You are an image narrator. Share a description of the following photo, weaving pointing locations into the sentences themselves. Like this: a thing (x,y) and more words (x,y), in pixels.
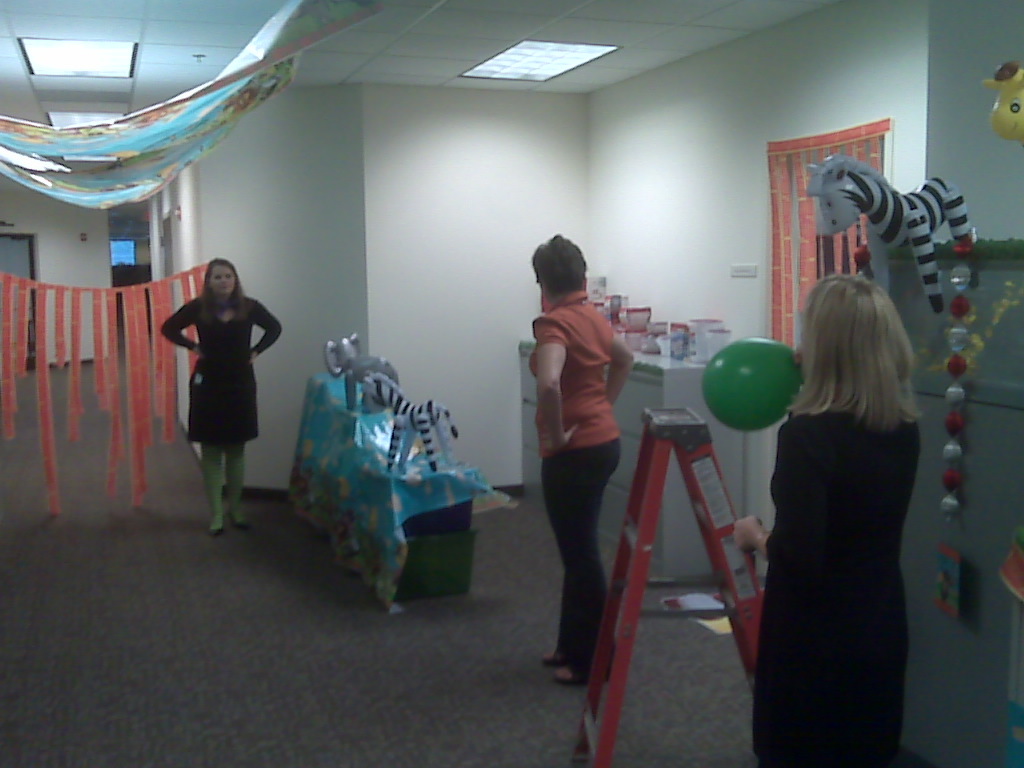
In this picture there are people (831,332) and we can see toys (435,469), stand (731,593), decorative items (759,345), wall (727,312), floor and objects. At the top of the image (422,49) we can see ceiling (425,77) and lights (589,56).
